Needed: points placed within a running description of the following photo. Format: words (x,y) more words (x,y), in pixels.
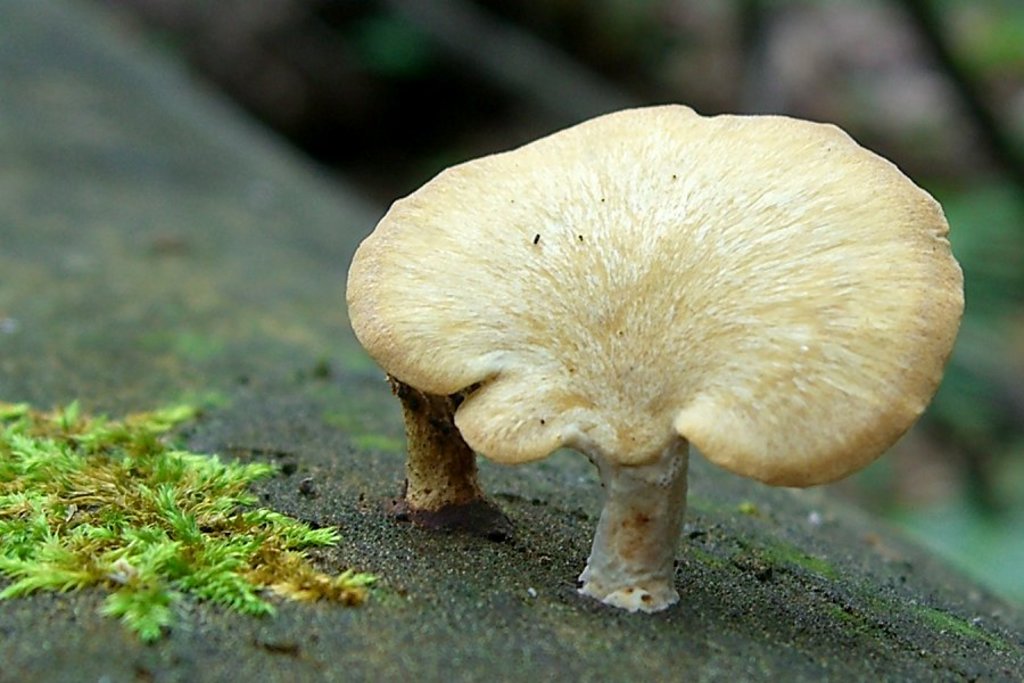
In this image I see the mushroom (682,310) which is of cream in color and I see the grass (68,496) over here and it is blurred in the background (894,506) and I see the ground (516,578).
